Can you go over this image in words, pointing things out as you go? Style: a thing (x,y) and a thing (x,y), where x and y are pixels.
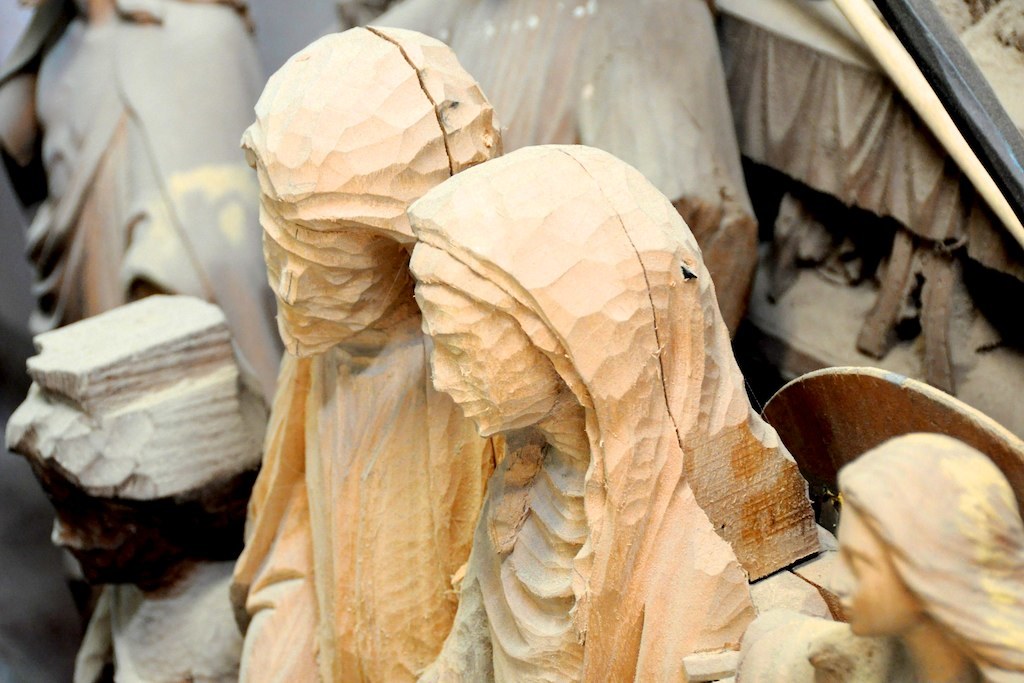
In this image we can see statues (462,132). We can see wood (899,77) and metal rod (942,65) in the right top of the image (931,42).
